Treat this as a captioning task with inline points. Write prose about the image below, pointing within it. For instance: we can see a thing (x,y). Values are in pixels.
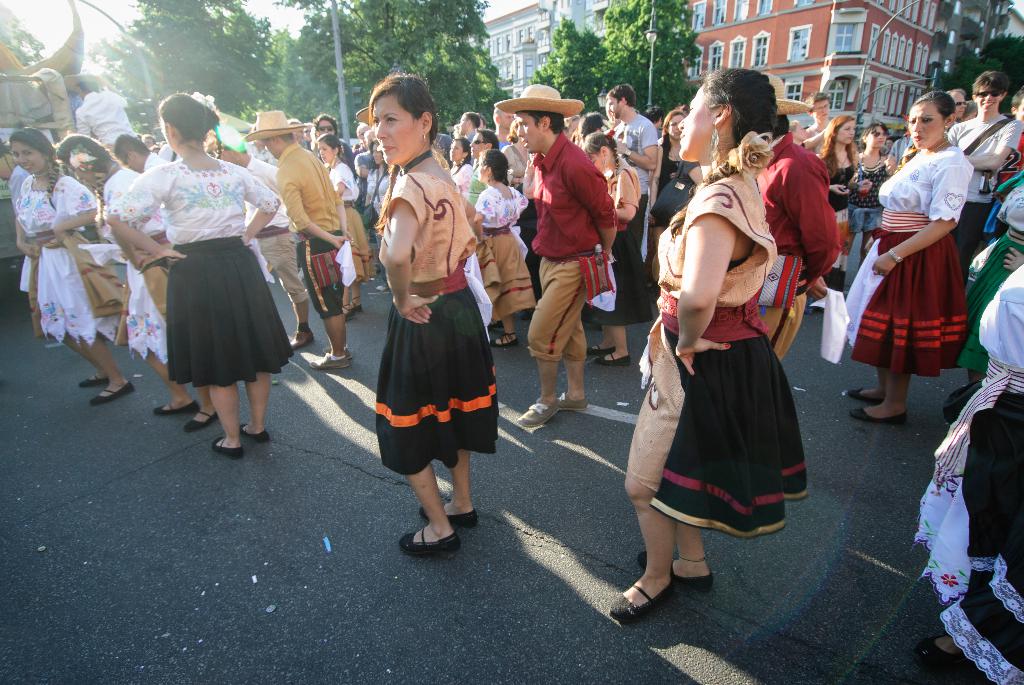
In this picture there are people (404,187) on the road (105,497) and we can see poles (342,111), trees (671,70) and objects (75,36). In the background of the image (580,11) we can see buildings (568,15) and sky (97,23).
